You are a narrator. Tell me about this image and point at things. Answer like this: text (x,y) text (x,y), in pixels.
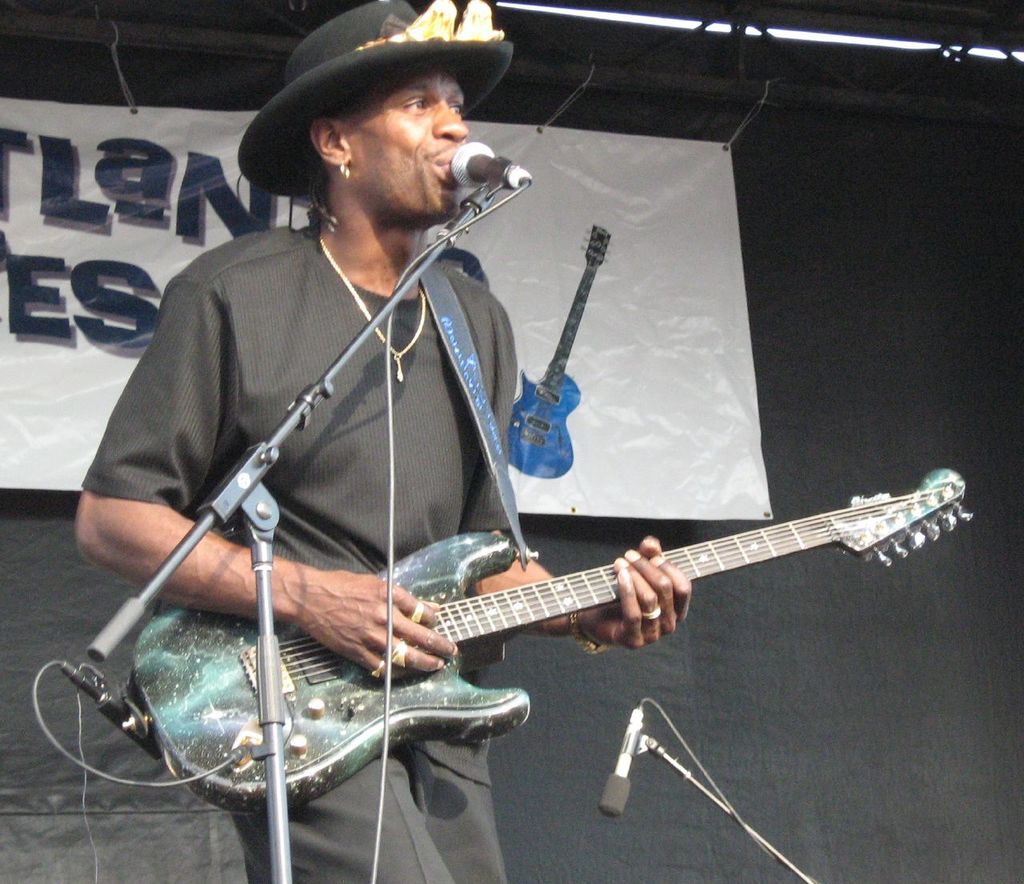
Here we can see a man (510,399) is standing and holding a guitar (453,541) in his hands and he is singing, and in front (268,514) here is the microphone (504,176) and stand (462,219), and at back (55,208) here is the banner (270,226).
